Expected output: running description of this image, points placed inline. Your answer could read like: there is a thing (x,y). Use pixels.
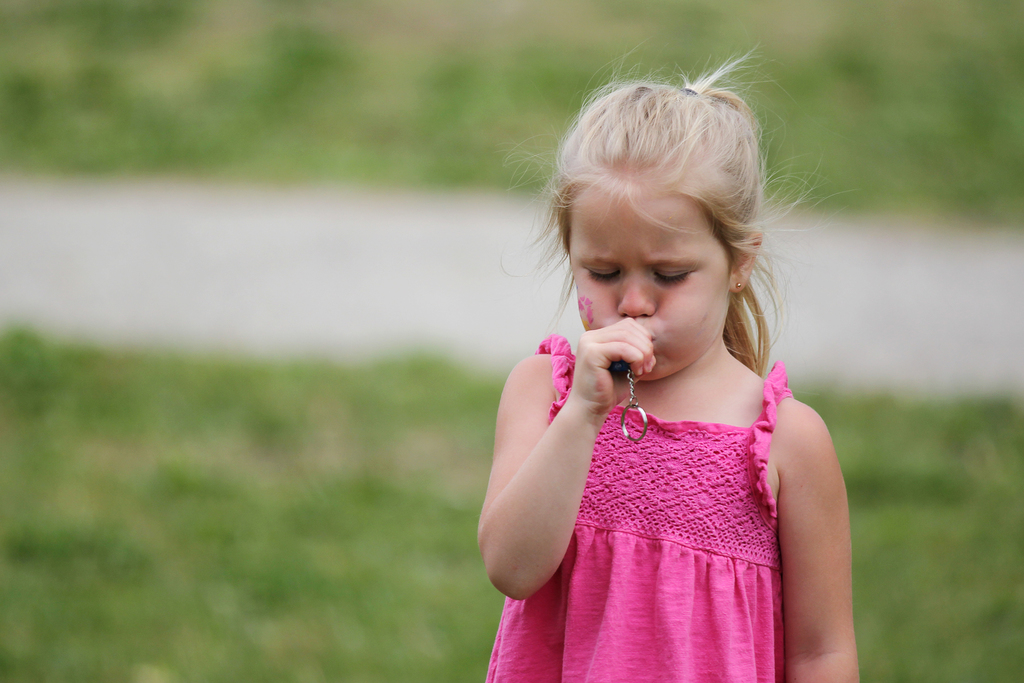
In the foreground of this image (674,353), there is a girl (705,503) in pink dress (706,631) holding a key chain (630,387) like an object (630,371) and the background (317,348) image is blur.
